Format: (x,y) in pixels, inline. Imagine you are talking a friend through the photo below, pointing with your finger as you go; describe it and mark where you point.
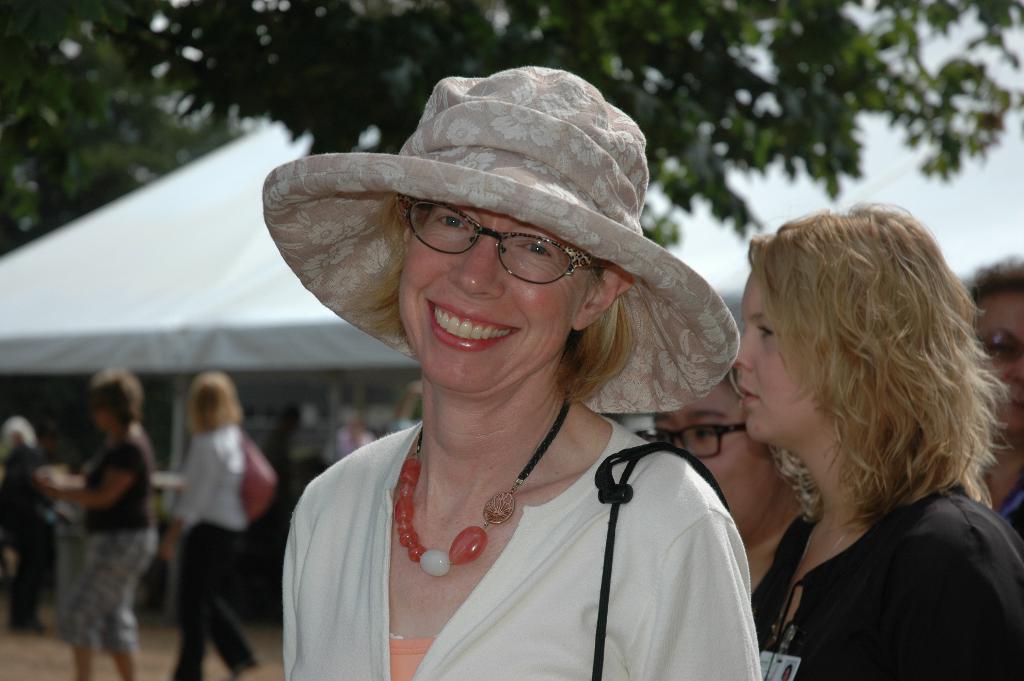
This woman (444,304) is smiling, wore a hat (486,147) and looking forward. Background (717,21) it is blur. We can see tree (56,11), tent (215,322) and people (942,496).
